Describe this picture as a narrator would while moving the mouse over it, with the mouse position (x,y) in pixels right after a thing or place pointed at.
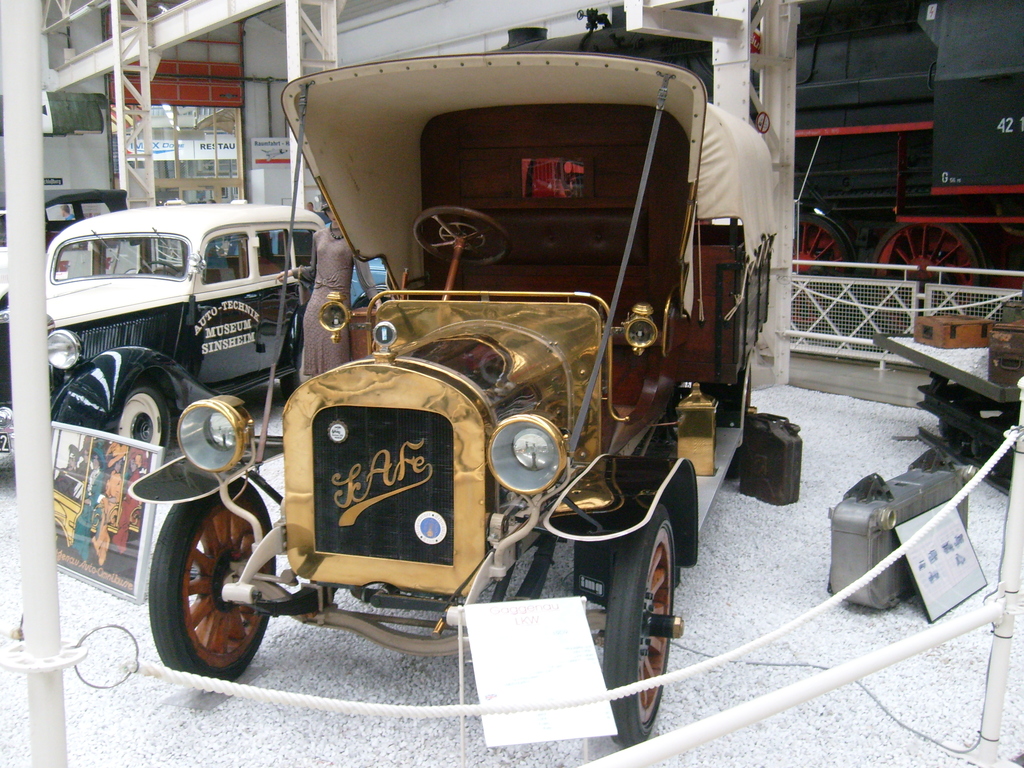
In this picture we can see the vehicles (655,430), boards (974,576), rope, rods (38,693), some other objects (963,418) and a lady (327,341) is standing. In the background of the image (464,32) we can see the rods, boards (257,156), train (928,152), wall (475,21). At the bottom of the image (252,749) we can see the stones (170,748).
